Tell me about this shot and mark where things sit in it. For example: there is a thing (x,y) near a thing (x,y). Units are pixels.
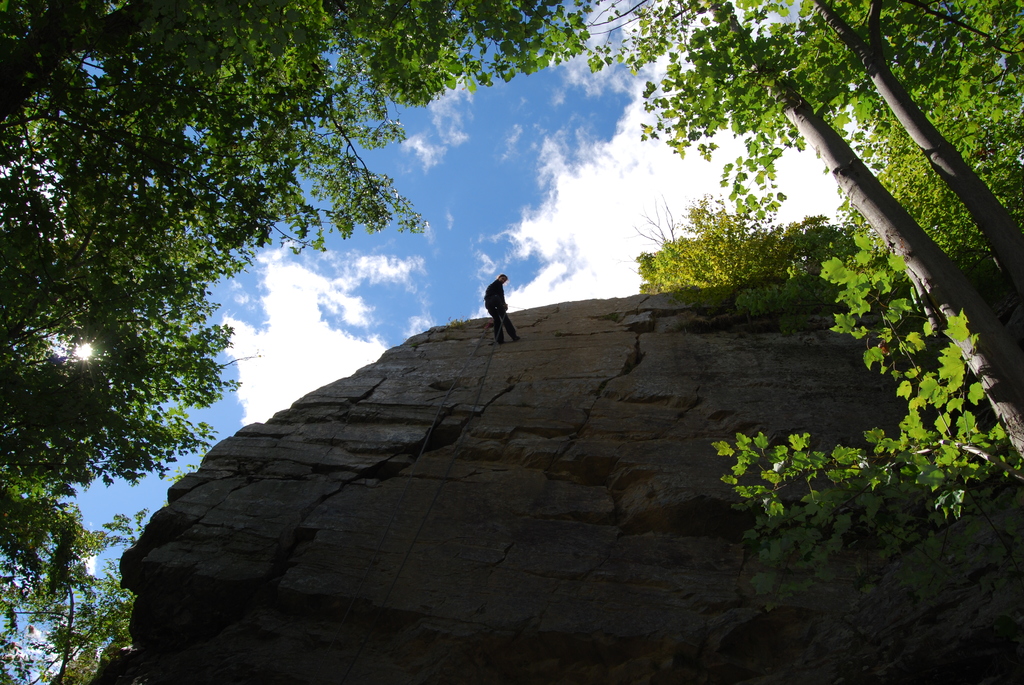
In the image we can see there is a person (491,313) standing on the rock hill (496,372) and there are lot of trees (972,497). There is a cloudy sky (533,239).
